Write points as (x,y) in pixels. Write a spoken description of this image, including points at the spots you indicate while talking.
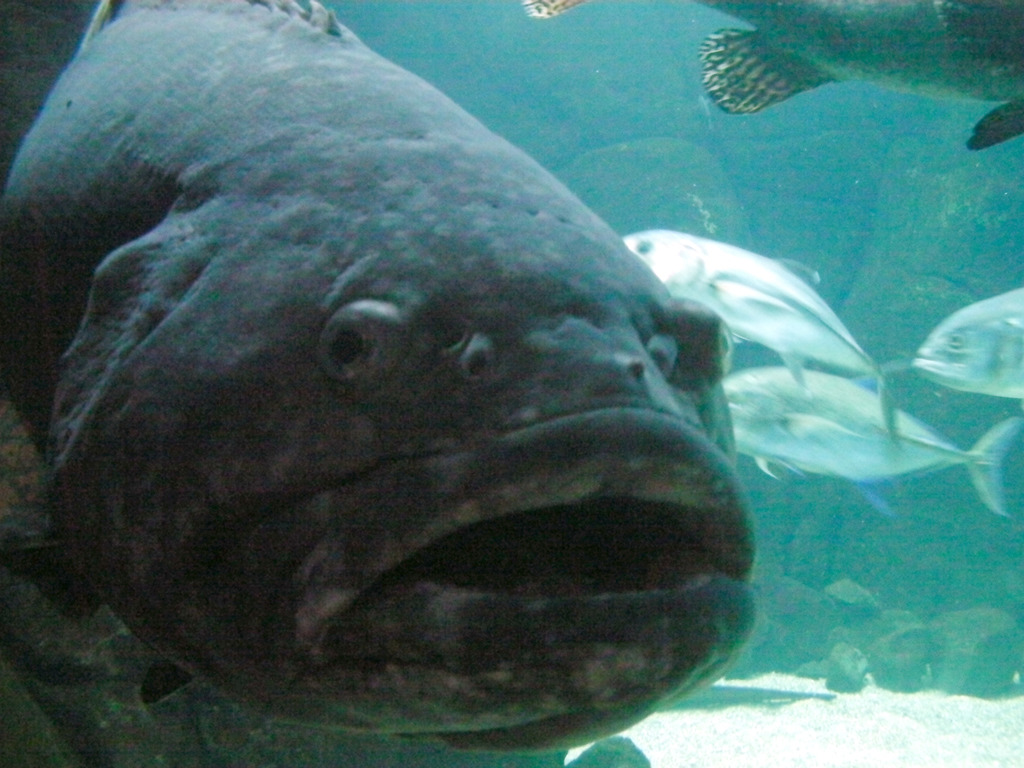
In this image, we can see fishes (286,277), stones (813,609) and rocks (2,721) are in the water (772,163).
